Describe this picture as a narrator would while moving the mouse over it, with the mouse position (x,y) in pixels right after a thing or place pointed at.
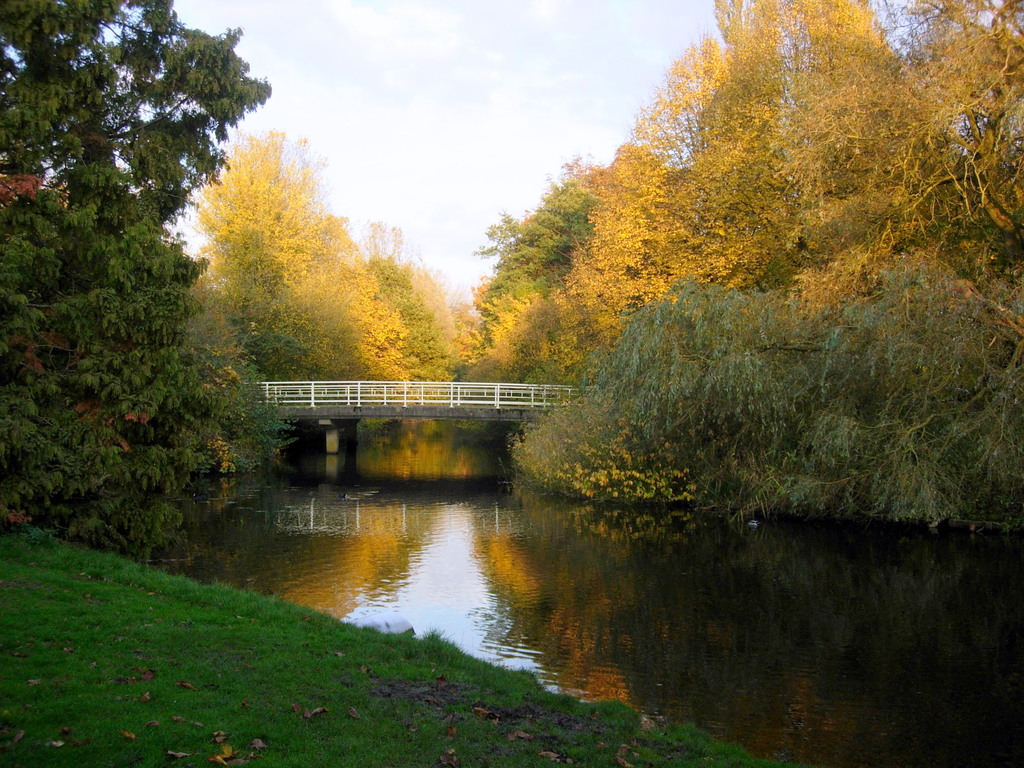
In this image I can see some grass (236,672) on the ground (250,671), few leaves (230,747) on the ground (223,660), the water (556,625), the bridge (354,414), the white colored railing (312,386) on the bridge (404,387) and few trees (89,368) which are yellow, green and orange in color. In the background (601,85) I can see the sky (437,121).
